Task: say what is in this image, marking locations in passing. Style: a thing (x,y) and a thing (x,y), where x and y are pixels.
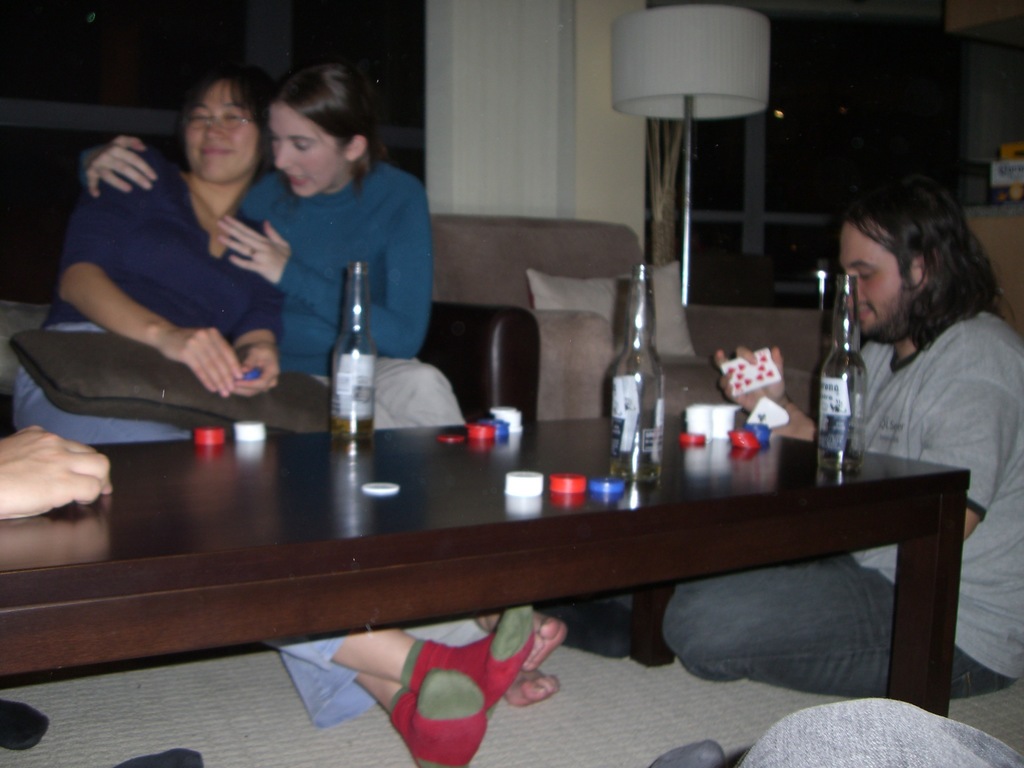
here in this picture we can see two woman (321,240) sitting on the couch (472,342) and one person (979,541) sitting on the floor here we can also see on the table (354,497) we can see the bottle (352,361), here we can also see wall (622,137).
